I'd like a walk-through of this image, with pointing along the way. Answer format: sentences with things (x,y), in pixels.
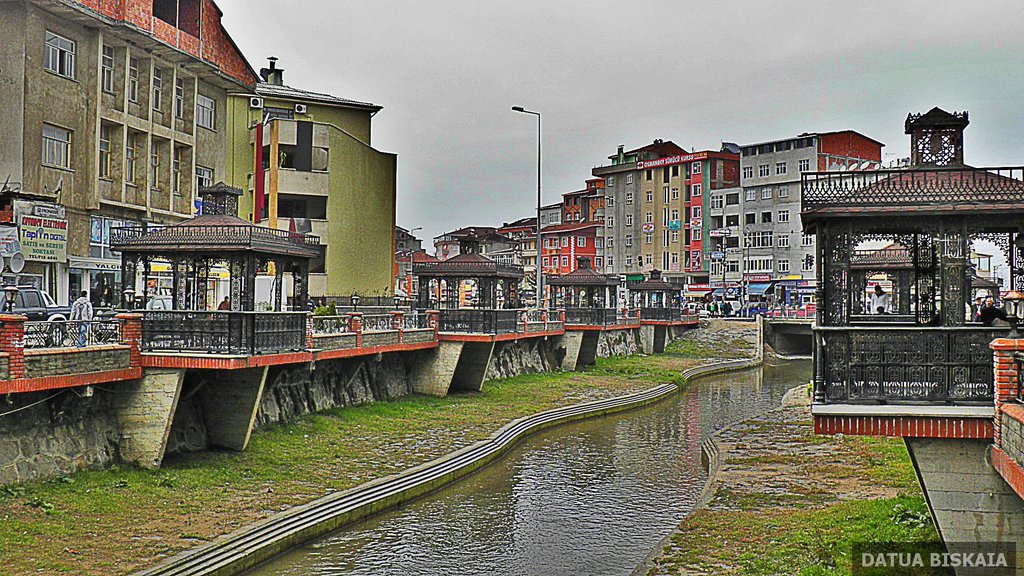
In this image in the front (537,527) there is water (482,538) and there's grass (218,495) on the ground (221,478). On the right side (948,313) they are shelters (921,315) and there is wall (1012,392). On the left side (195,312) there are persons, vehicles (161,303) there are shelters (290,299) and there is a building (125,195) and on the building (85,227) there are boards (32,234) with some text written on it. In the background (756,221) there are buildings (715,221) and there are boards (694,285), there are poles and sky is cloudy and there are persons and at the bottom right of the image (916,555) there is some text (910,562) which is visible.
